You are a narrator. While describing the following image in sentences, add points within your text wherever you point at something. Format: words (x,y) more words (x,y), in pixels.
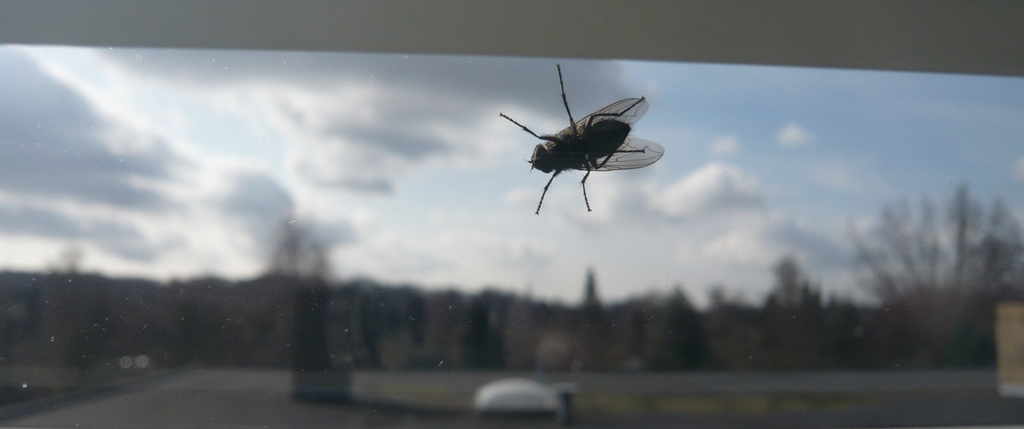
In this image in the foreground (278,243) there is one glass window (622,241), on that window (619,237) there is one fly (583,140). In the background (344,333) there are some trees (714,325) and a walkway (214,384).
